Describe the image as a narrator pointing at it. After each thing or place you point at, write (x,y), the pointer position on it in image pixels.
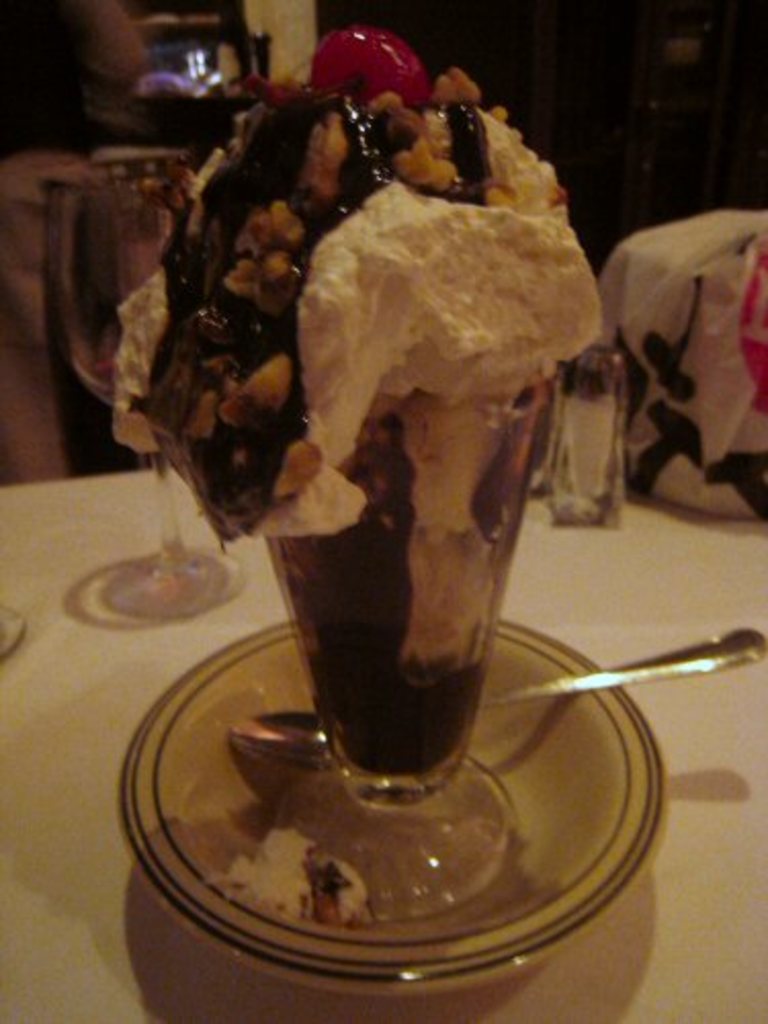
In the foreground of this image (311,723), there is an ice cream (441,496) in a cup (445,661) along with a spoon (756,652) on a saucer (603,751) on the table (687,766). Behind it, there is an object (713,431) and glasses (585,412) on the table (73,754) and the background (492,48) image is not clear.
